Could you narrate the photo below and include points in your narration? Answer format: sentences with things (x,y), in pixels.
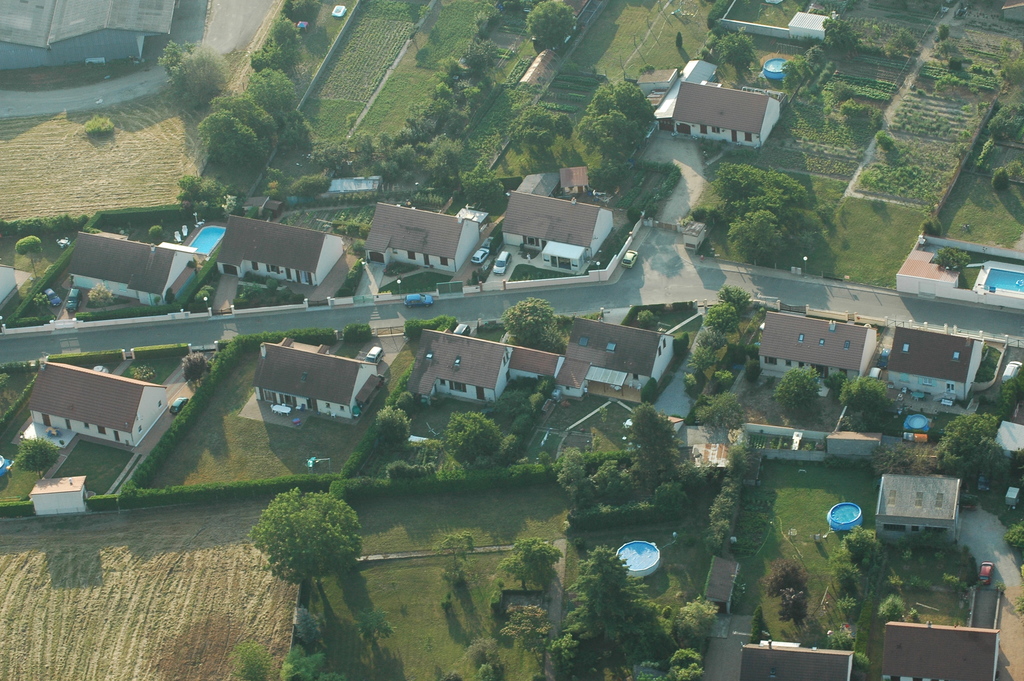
In the picture we can see a aerial view of the village (888,524) with some houses (91,258) and between the houses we can see a road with some cars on it and near the houses (911,666) we can see some plants (852,534), trees (299,513) and crops (173,569).
